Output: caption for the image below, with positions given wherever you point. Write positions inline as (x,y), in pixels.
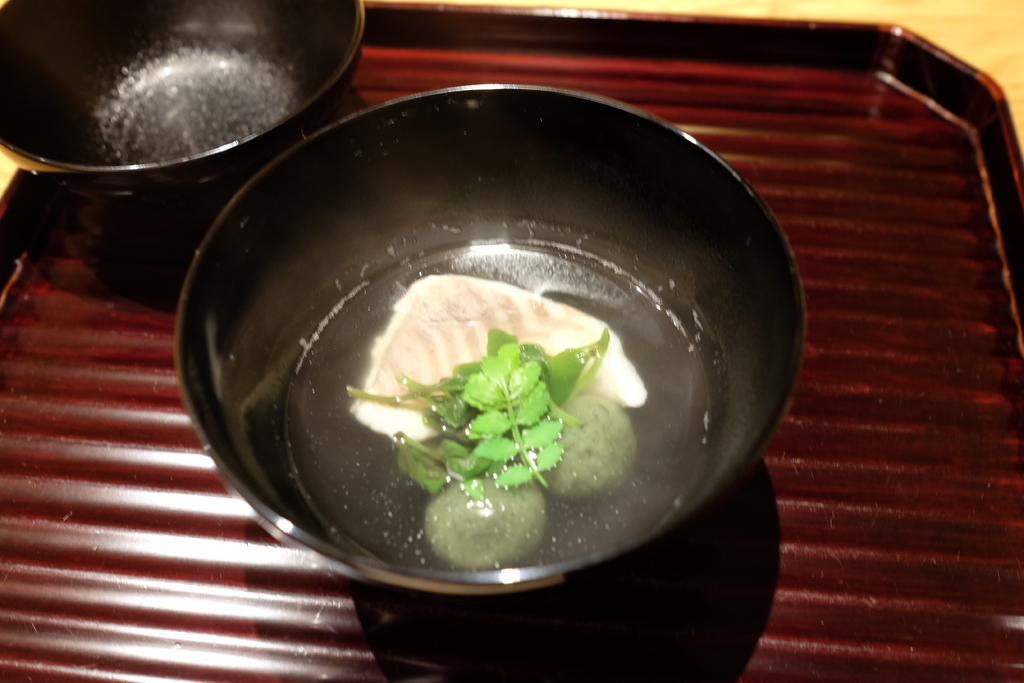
in a black bowl (636,229) I can see the water (502,273), fish piece (468,318) and other food item (509,484). In the top left (228,50) there is a bowl (231,90) which is kept on the tray (826,107). In the top right corner (830,20) there is a table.
